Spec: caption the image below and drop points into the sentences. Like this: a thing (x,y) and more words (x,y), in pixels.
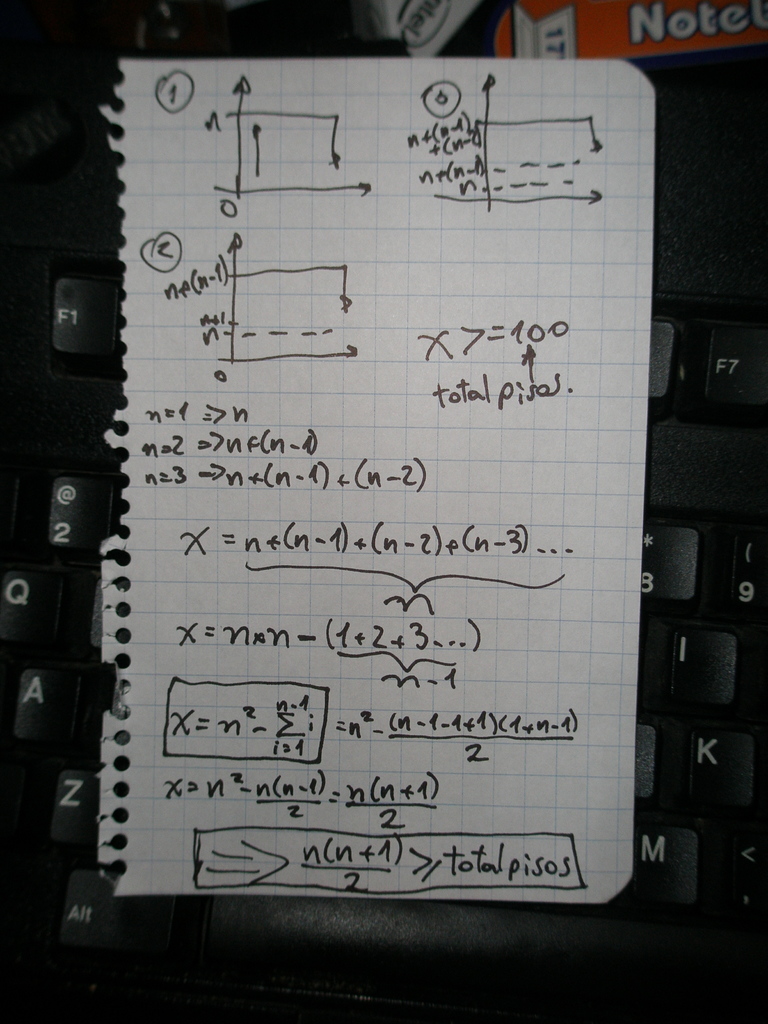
In the image in the center (301,471), we can see one keyboard (673,449), banner (626,8) and one paper (515,582). On the paper (391,436), we can see something written on it.
